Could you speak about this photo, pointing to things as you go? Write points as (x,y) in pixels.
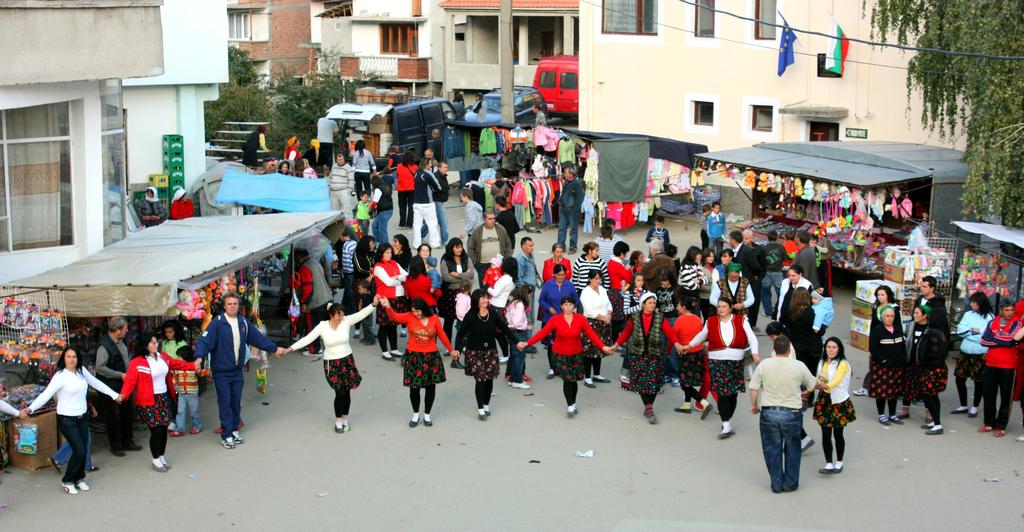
In the image in the center (608,211), we can see tents (951,215), clothes (594,194), toys (868,205), tables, boxes (908,270), vehicles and many people (738,309) are standing. In the background (682,51), we can see buildings (665,30), windows (636,30), trees (1001,84), flags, glass (118,157), wall (146,124), roof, curtain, pole (503,69), staircase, fence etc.
